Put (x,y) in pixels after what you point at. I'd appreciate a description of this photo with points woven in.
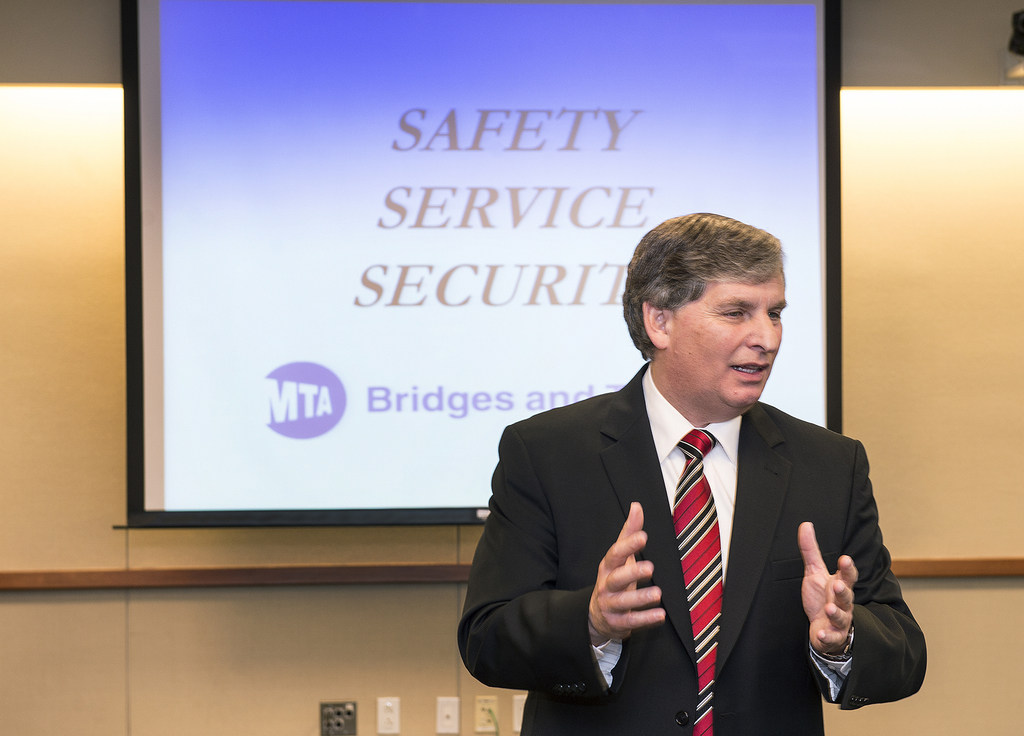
In this image there is a man (781,631) in the middle (676,480) who is raising his hands (808,615). In the background (207,294) there is a screen (345,267). In the screen (384,288) we can see there is some text (469,277). At the bottom (482,712) there are switches (451,720).
